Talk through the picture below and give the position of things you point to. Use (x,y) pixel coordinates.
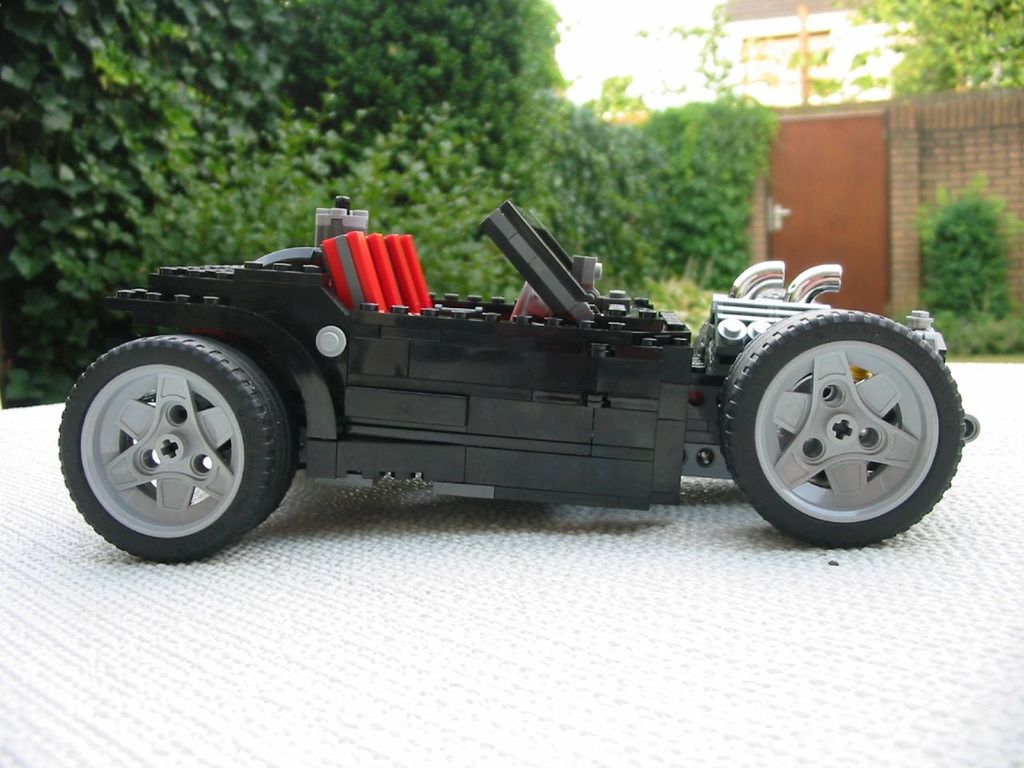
In this image we can see a toy car (501,416) on the white colored surface (755,521), there are plants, trees (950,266), there is a door (874,209), also we can see the wall (910,264), and the sky (686,58).
